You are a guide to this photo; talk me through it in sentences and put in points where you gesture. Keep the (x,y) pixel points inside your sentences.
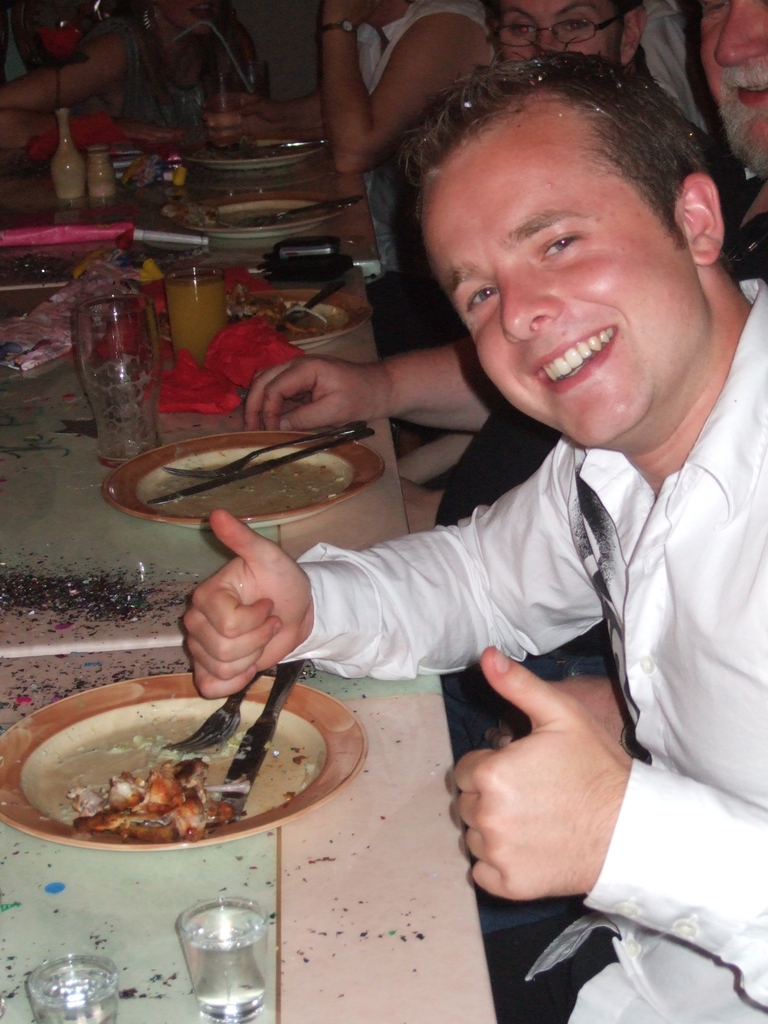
On the right side of the image (758,95) we can see persons (598,170) sitting at the table (280,971). On the left side of the image (236,958) we can see plates (291,759), knife (242,760), forks (213,726), glasses (127,339), glass tumblers (123,361), mobile phones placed on the table (75,885).
